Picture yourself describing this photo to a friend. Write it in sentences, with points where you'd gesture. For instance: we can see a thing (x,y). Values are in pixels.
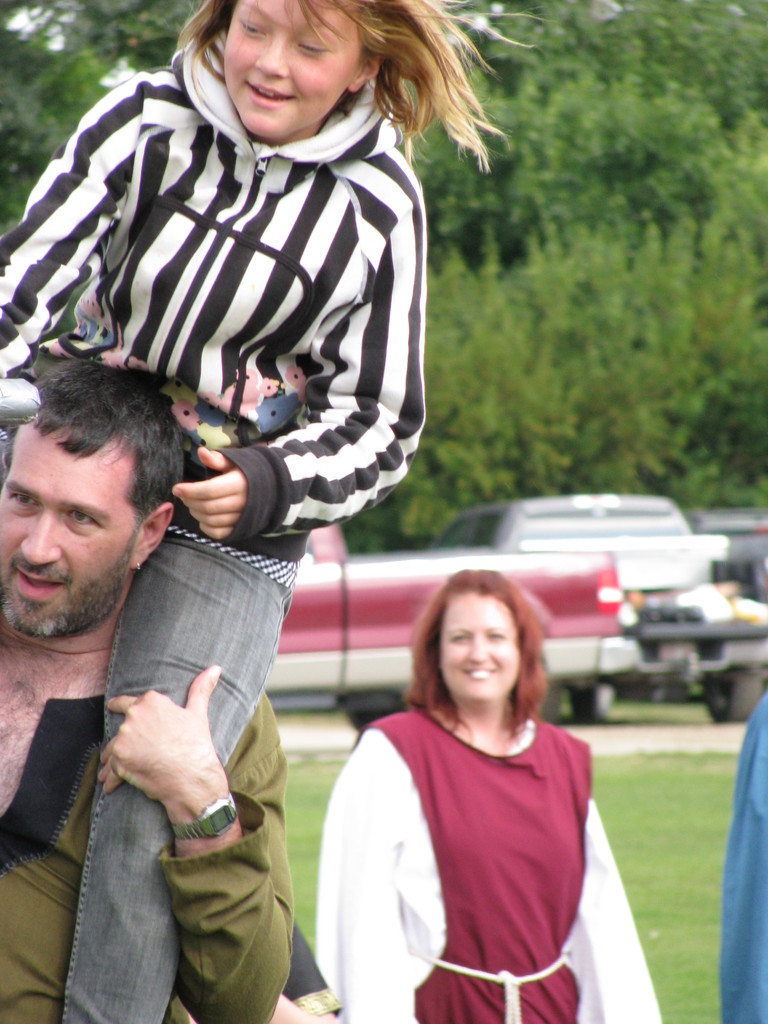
There is a man (119,596) carrying a girl (201,392) on his shoulders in the foreground area of the image (239,506), there are vehicles (563,589), other people (535,805), grassland (681,781) and trees (541,346) in the background (480,324).
